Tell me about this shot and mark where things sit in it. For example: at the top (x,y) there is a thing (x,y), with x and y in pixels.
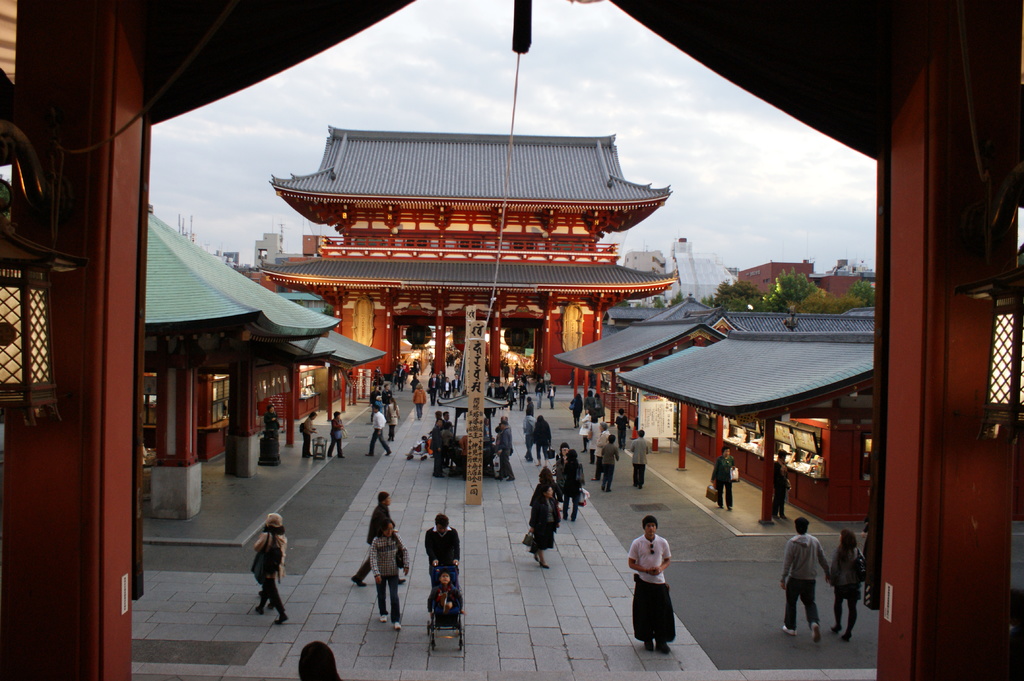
In this image I can see group of people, some are standing and some are sitting and I can also see few shades (855,354) in brown color. Background (838,292) I can see few trees (807,303) in green color, buildings (756,273) in brown and cream color and the sky (586,78) is in white color.
